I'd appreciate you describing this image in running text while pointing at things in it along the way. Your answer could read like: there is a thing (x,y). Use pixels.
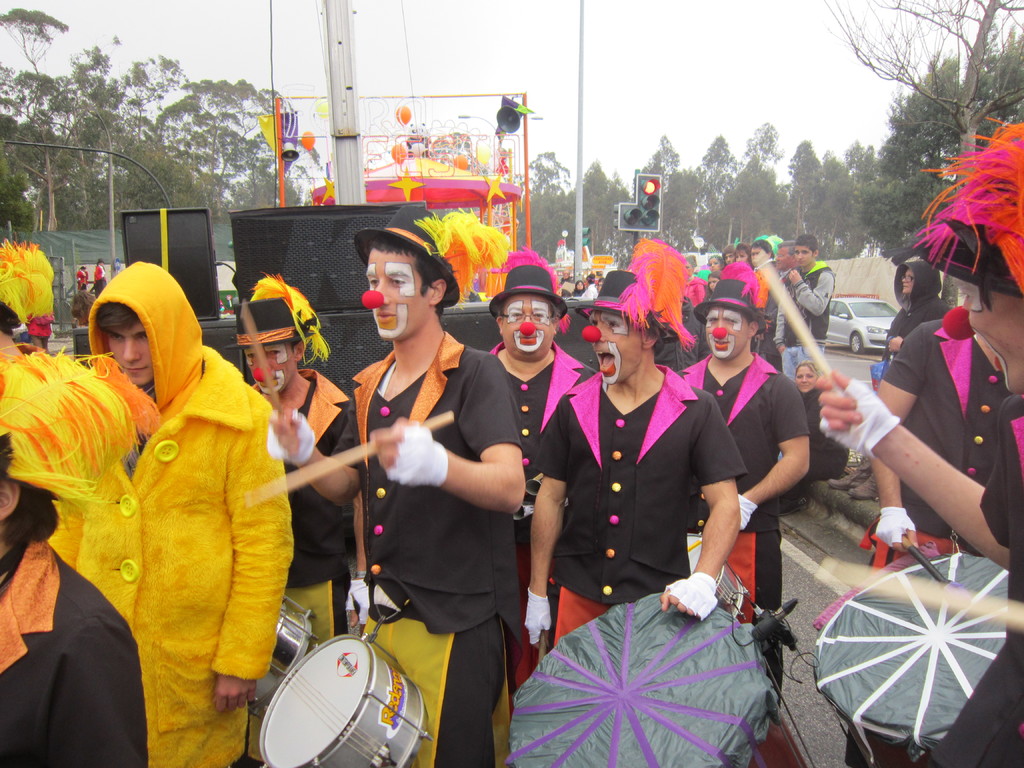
In this image I see people (950,220) who are standing and this woman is sitting and these people (1002,334) are holding musical instruments (1000,632) in their hands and all of them are dresses in the same way. In the background (679,224) I see a traffic signal (642,216), a car (871,331) and the trees (807,156).
